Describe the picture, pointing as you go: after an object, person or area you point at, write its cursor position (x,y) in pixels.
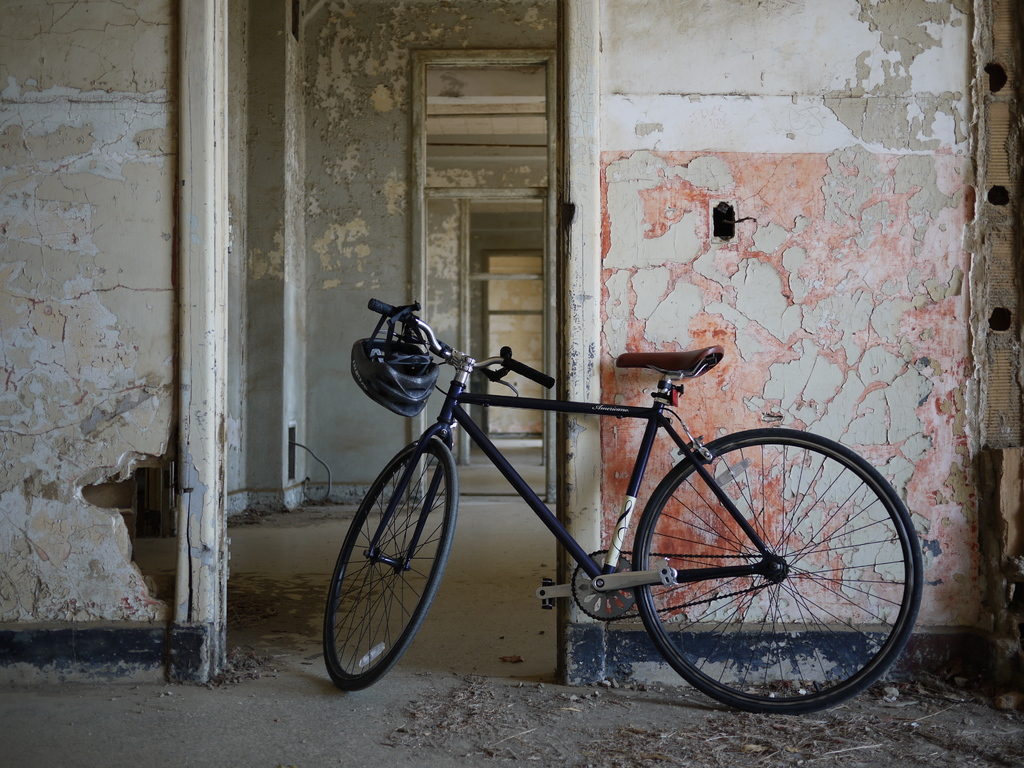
In this image there is a bicycle (597,587), beside the bicycle (599,569) there is a wall (723,377) for that wall (611,243) there is an entrance (469,496), in the background (513,316) there are walls (500,22) for that walls (458,160) there are entrances (473,69).
